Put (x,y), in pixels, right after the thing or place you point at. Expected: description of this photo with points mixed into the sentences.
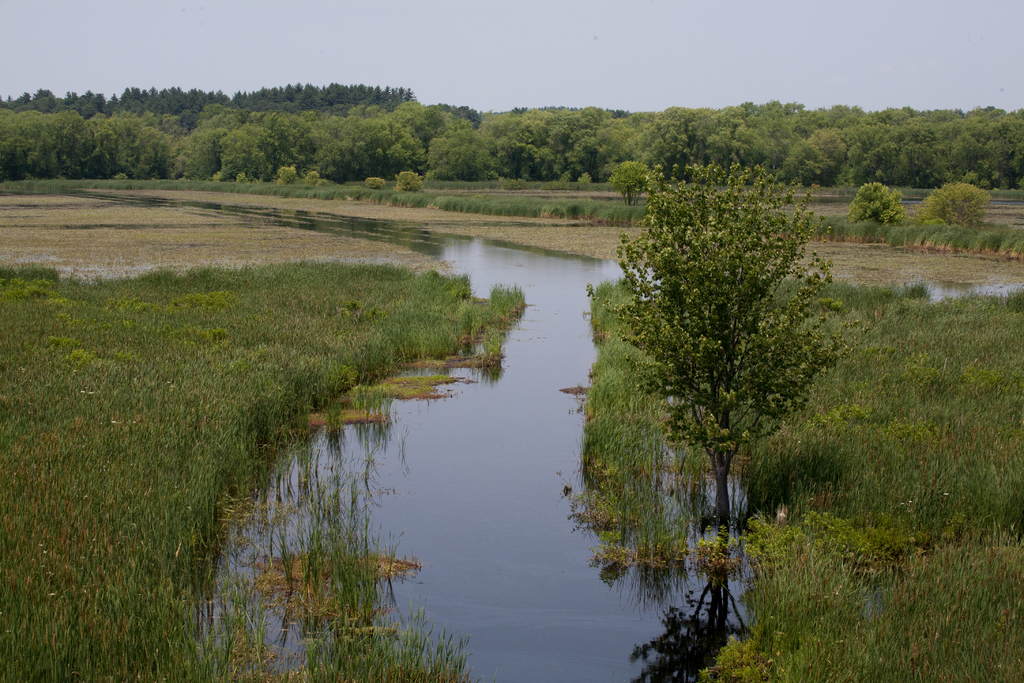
In this picture we can see grass (965,382), water (516,364), trees (481,138) and in the background (871,44) we can see the sky (680,84).
